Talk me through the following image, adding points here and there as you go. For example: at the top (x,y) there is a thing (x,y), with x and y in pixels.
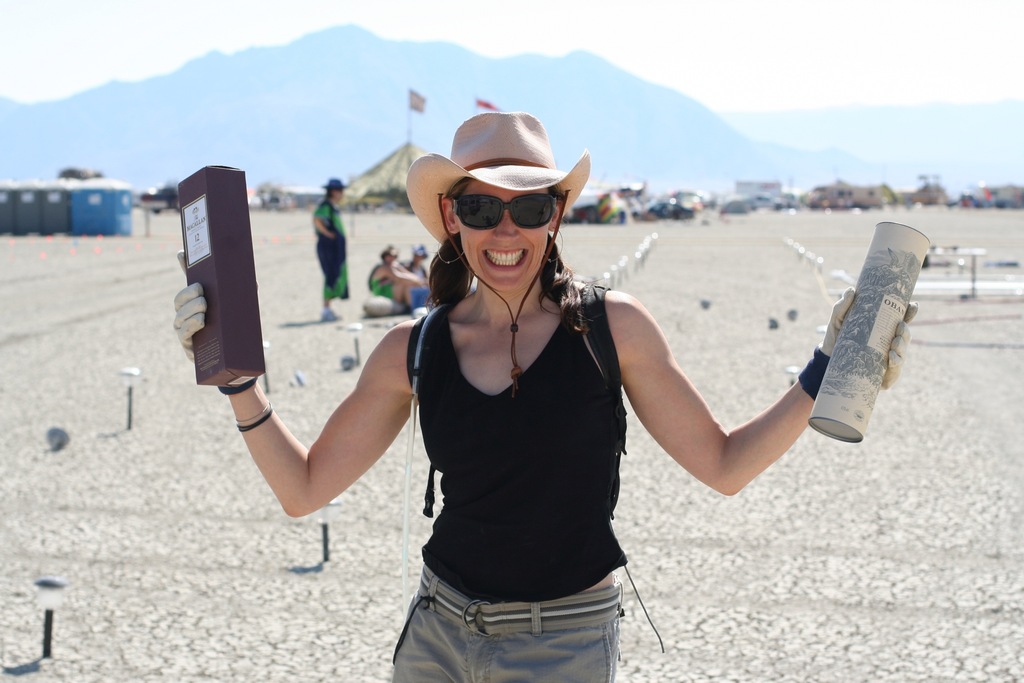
In the image there is a lady (537,579) with goggles (470,208) and a hat (515,168) on her head (489,190) is standing and she is holding two boxes (859,277) in her hands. Behind her there are few people (326,231). On the ground (297,651) there are poles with lamps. In the background (689,216) there are sheds (59,199), vehicles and poles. Behind them there are hills (979,131). At the top of the image (190,4) there is a sky (837,79).
